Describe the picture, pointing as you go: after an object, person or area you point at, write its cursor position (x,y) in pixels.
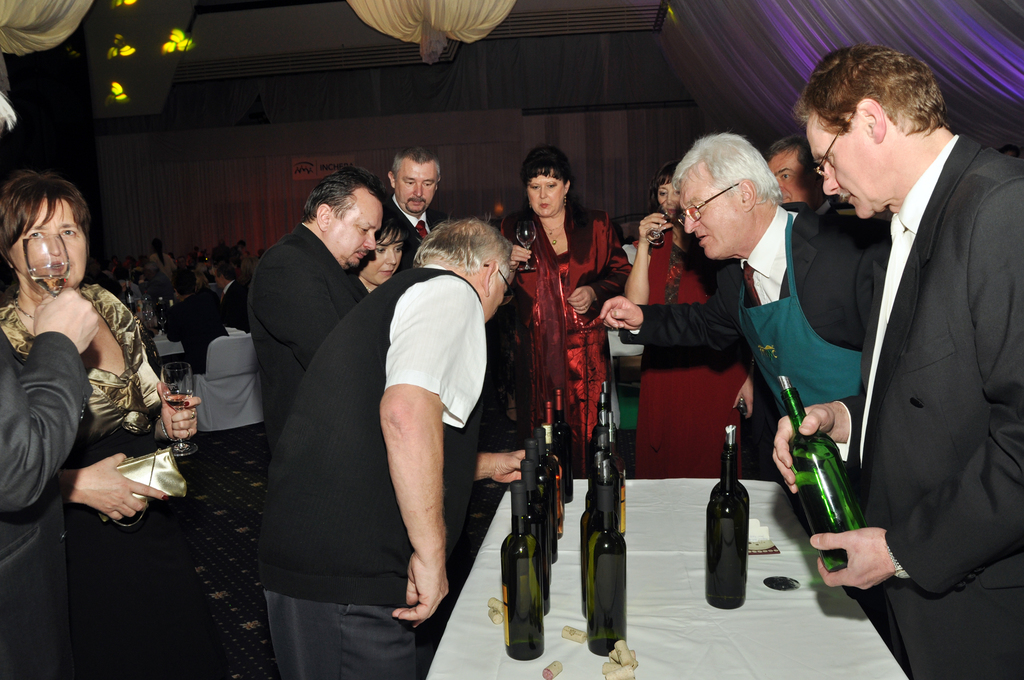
There are persons (74,285) in different color dresses (941,393), some of them are holding glasses (174,382), which are filled with drink (176,399), standing on the floor (211,532). On the right side (835,644), there is a table (638,619), which is covered with white color cloth (693,500), on which, there are bottles (561,424) arranged. On the right side (921,447), there is a person (1003,417) in suit (1007,497), holding green color bottle (798,464). In the background (916,18), there are curtains (8,34), persons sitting on chairs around a table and the background (108,135) is dark in color.
